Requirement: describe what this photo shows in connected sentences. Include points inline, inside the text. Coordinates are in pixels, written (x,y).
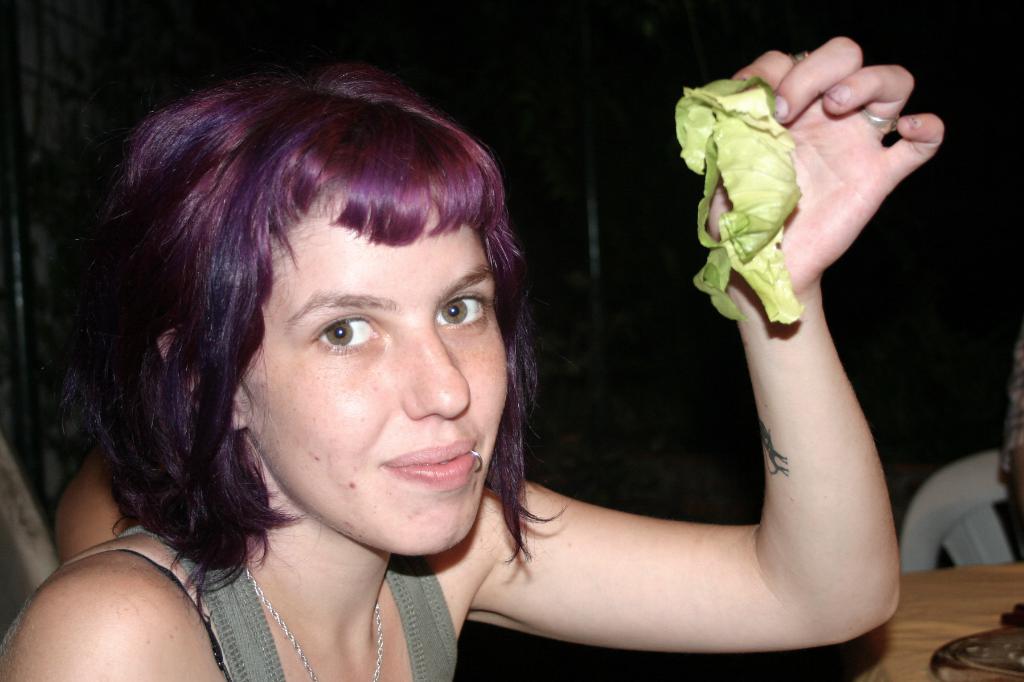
There is a woman (209,596) holding vegetable (701,292) and we can see chair (964,552) and object (1020,612) on the table (962,606). In the background (967,438) it is dark.
